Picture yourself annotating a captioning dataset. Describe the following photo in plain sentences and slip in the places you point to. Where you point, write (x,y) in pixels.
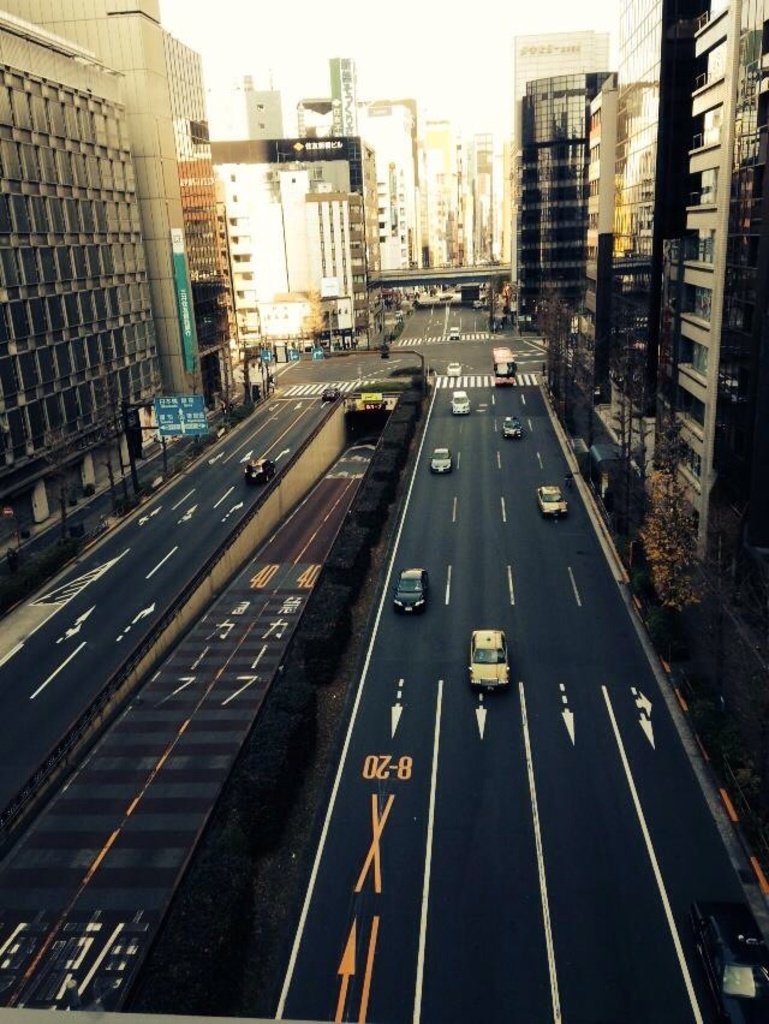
In this image there are roads (467,860) at the bottom (500,889). In between the roads (442,838) there is a tunnel (385,424). There are buildings (209,195) on either side of the road (553,602). On the road (524,772) there are vehicles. There are few boards (180,422) and poles (133,471) on the footpath (119,504).
